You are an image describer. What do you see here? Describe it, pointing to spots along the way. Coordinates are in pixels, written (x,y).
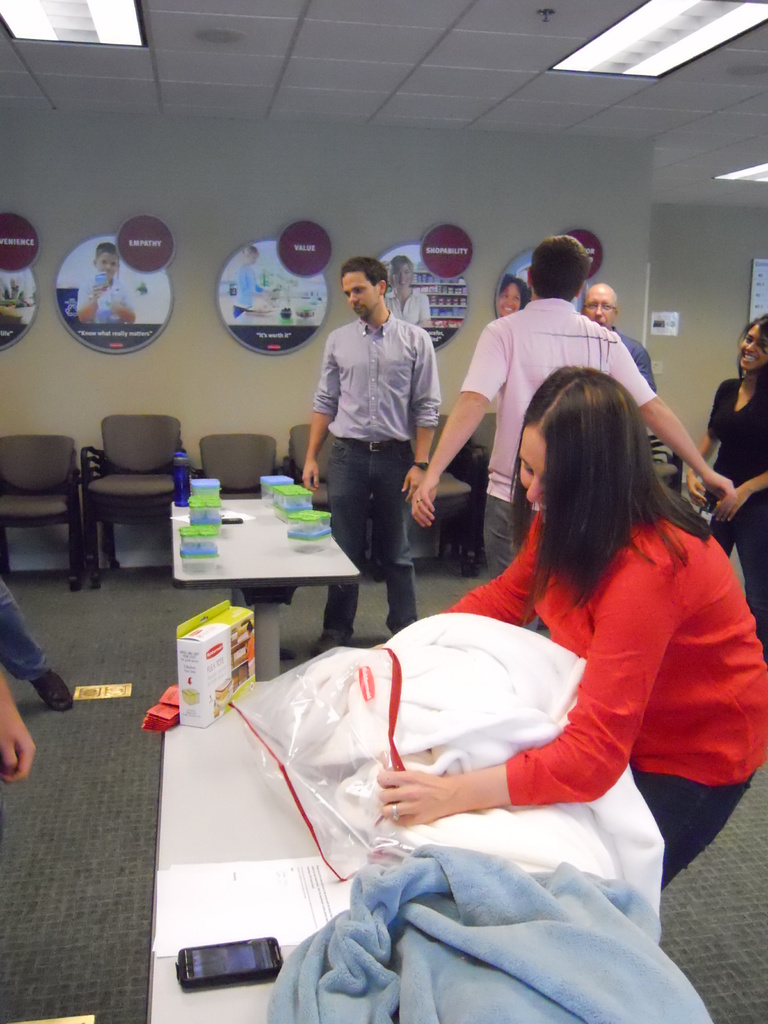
Here we can see a group of people (378,274) standing, and here is the table (269,530) and boxes (317,538) on it, and here are some objects (273,754), and here is the wall (251,208), and here is the light (676,45).
